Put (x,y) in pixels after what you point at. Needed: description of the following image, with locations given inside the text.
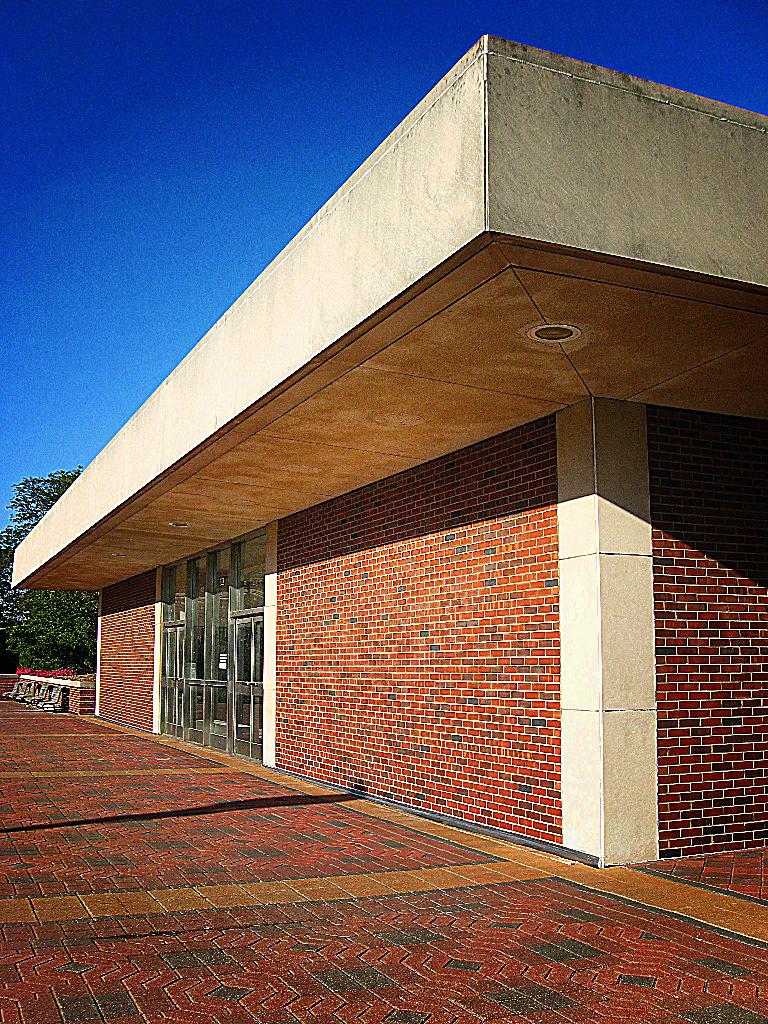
In this picture we can see a building (455,641), in the background (71,616) we can find few trees (21,636).
